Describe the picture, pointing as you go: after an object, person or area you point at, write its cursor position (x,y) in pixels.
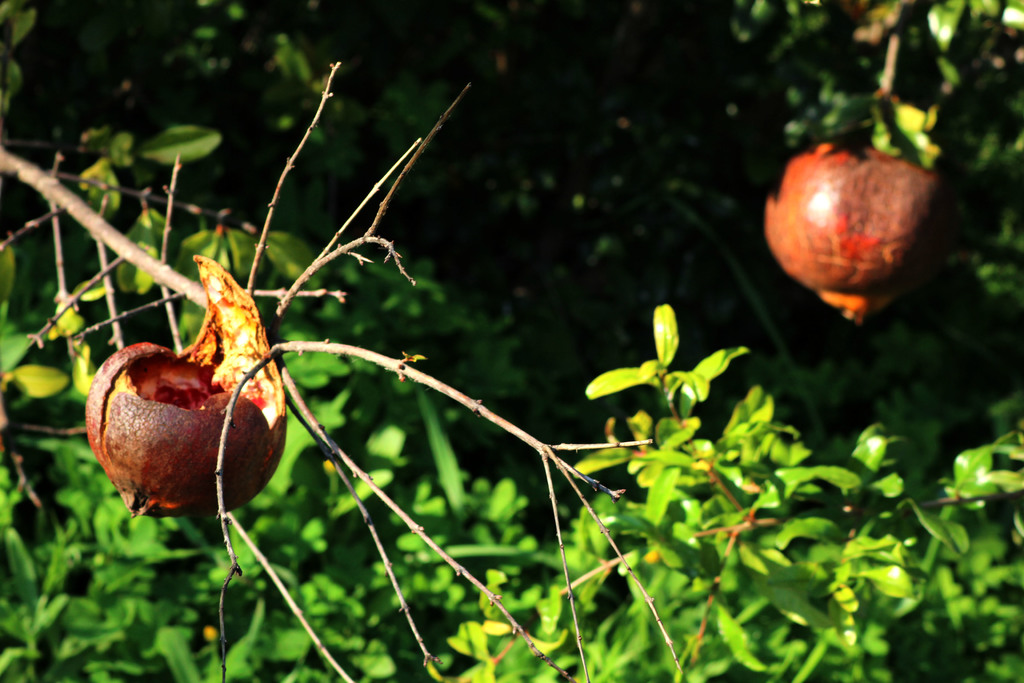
In this image I can see a tree (751,571) which is green in color and to it I can see two fruits (853,205) which are orange and brown in color. I can see the black colored background (503,61).
